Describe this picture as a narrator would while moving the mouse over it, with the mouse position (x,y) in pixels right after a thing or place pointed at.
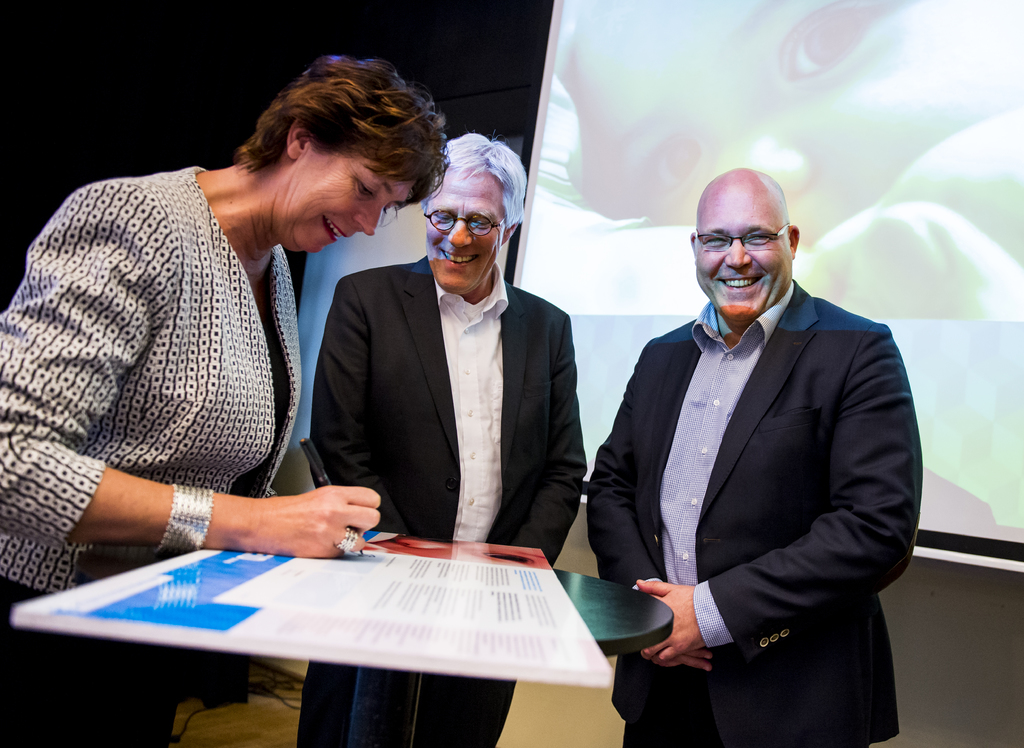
This picture describes about few people (421,356), they are standing and smiling, in the left side of the given image we can see a woman (88,420), she is writing, in the background (908,213) we can see a projector screen (685,233).
